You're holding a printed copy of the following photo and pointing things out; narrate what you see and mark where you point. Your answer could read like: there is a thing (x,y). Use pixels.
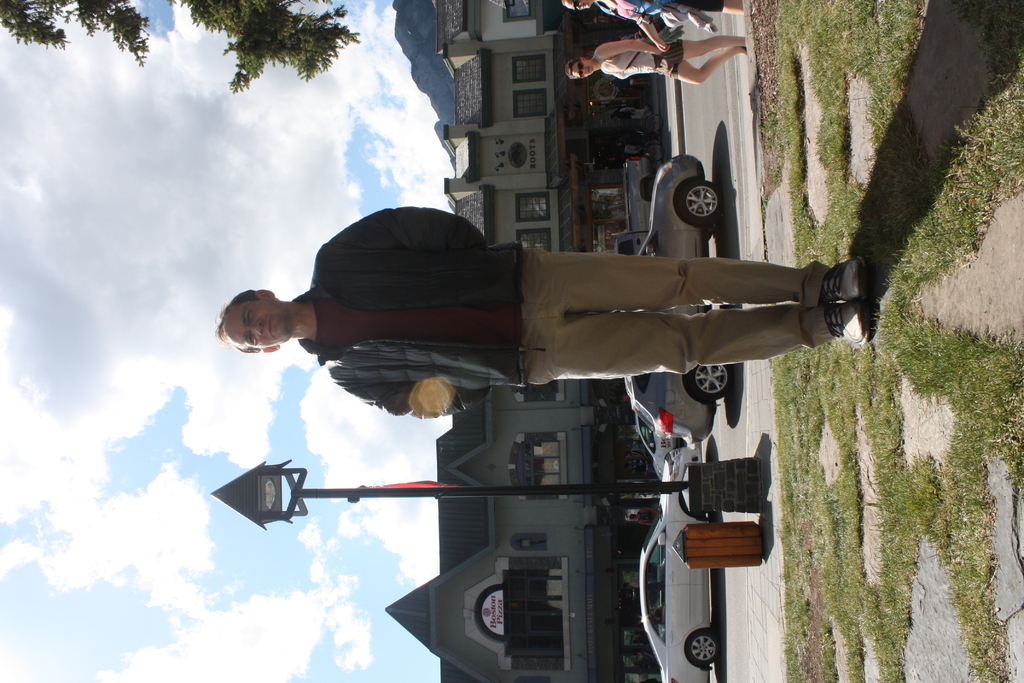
This image is rotated towards the left (195,104). I can see a person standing and posing for the picture. I can see some cars (640,222), a pole (705,480), a trash can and buildings (547,521) behind him. I can see two women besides him. On the left side of the image (70,315) I can see the sky (65,365), on the right hand side (959,244), I can see grass (887,116) on the ground (924,106).
